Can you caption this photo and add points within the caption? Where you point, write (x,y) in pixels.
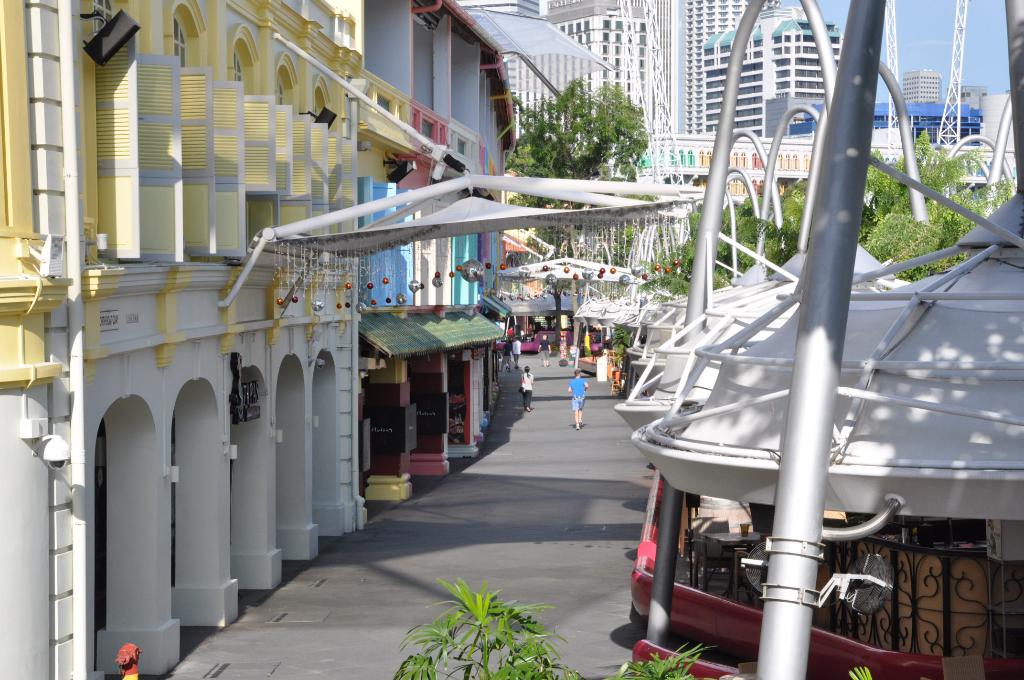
In this image I can see a path (540,469) in the centre (506,338) and on it I can see few people (519,344) are walking. On the right side of this image (787,669) I can see number of iron poles (839,269) and white colour things (987,288). On the bottom side of this image (445,620) I can see few plants (528,622). I can also see number of buildings (343,267), number of trees (917,141) and the sky (913,44) in the background (909,51). On the top left side of this image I can see a black colour thing (122,16) on the building (21,41).
